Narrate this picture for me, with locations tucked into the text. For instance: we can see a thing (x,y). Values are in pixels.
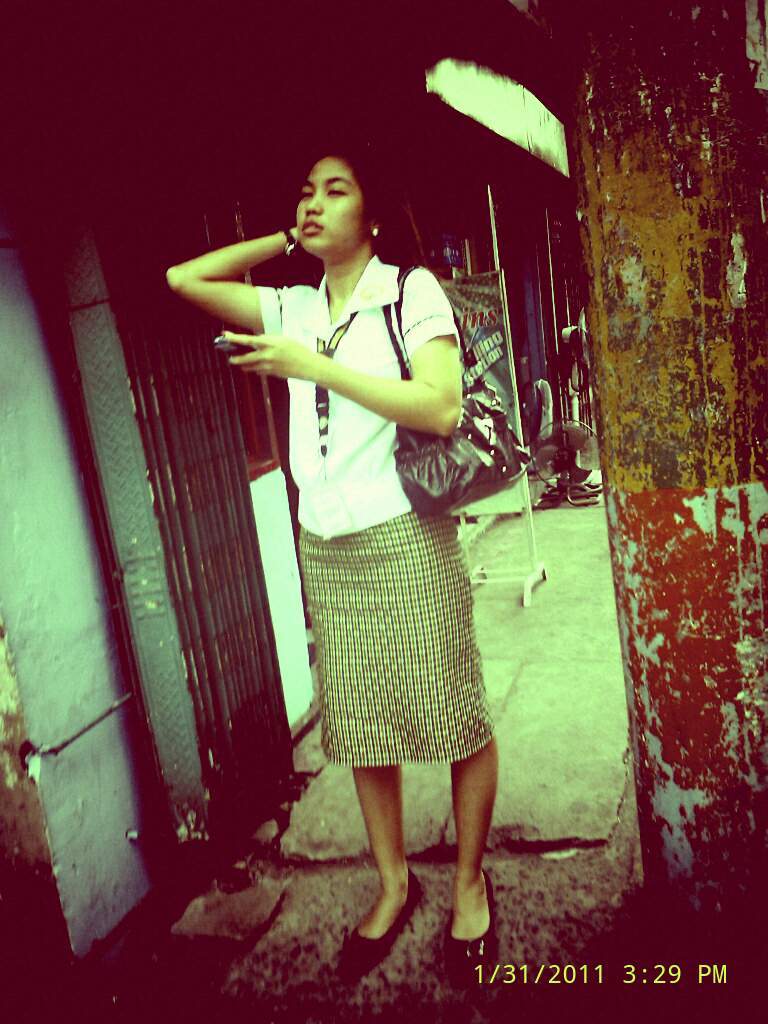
This is an edited image. There is a person (350,632) in the middle (456,676). She is a woman (305,565). She has a bag (472,501). She is wearing a white blouse (340,447).
